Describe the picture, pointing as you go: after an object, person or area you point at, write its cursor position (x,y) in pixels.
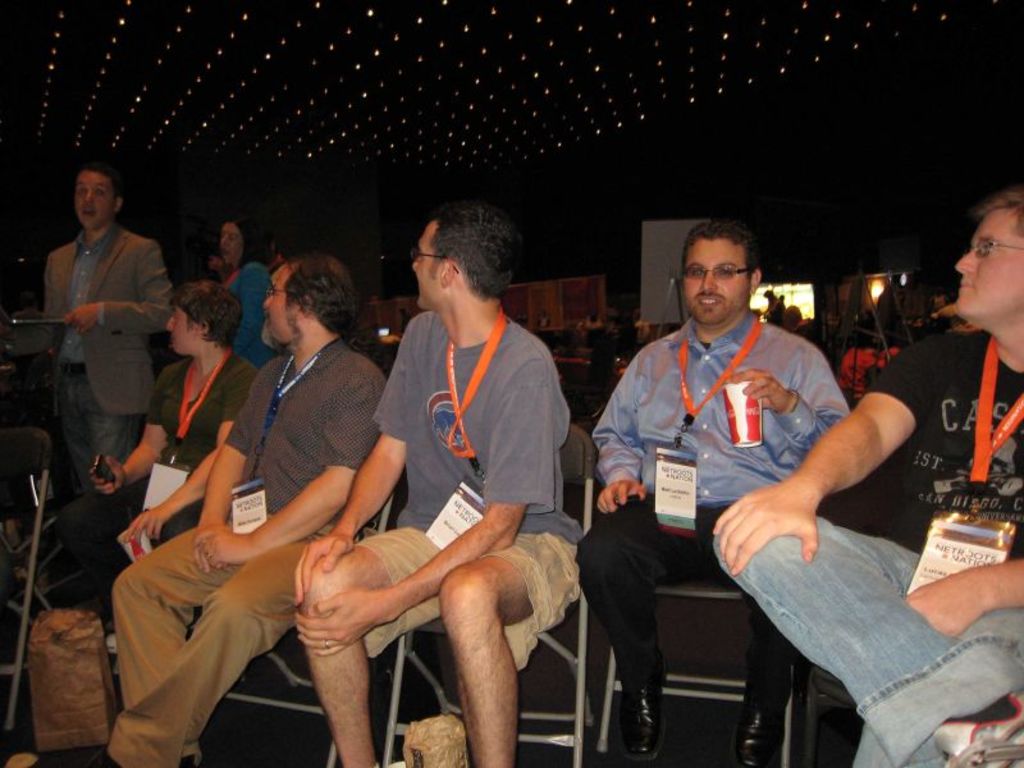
There are people (946,631) sitting on chairs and wear tags (245,503), these two people (143,396) are standing and this man (710,404) holding a glass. In the background (607,341) we can see people (774,305), board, lights (803,289) and it is dark. At the top (753,6) we can see lights (992,1).
